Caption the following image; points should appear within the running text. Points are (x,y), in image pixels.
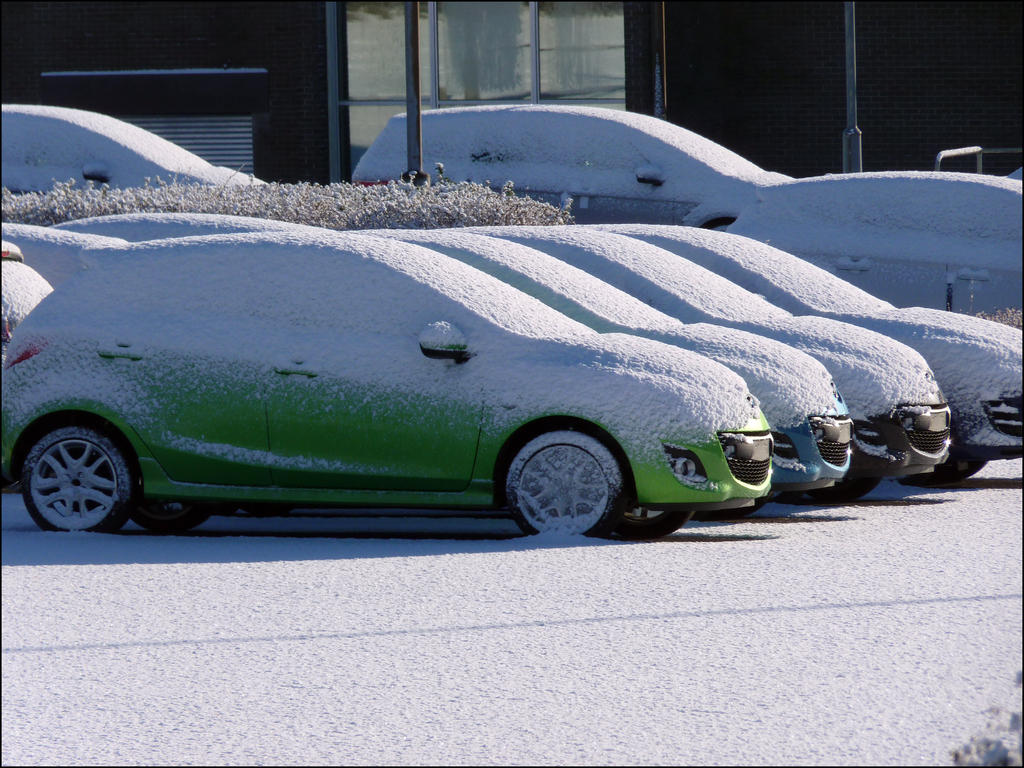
In the center of the image (421,391) there are cars (643,344) covered by snow (483,339). In the background (314,106) there is a building (706,126) and poles (413,159).
